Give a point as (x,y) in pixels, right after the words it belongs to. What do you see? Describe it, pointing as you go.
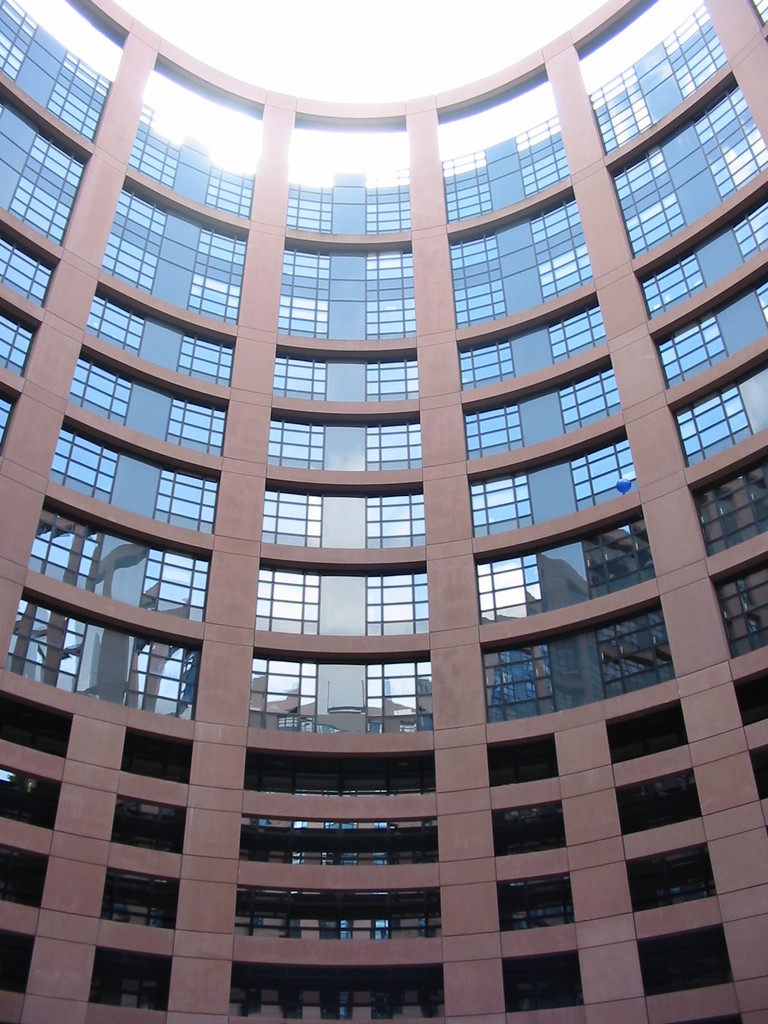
In this image, we can see there is a building (386,576) which is having glass windows (665,164). In the background (297,182), there is the sky (307,14).
